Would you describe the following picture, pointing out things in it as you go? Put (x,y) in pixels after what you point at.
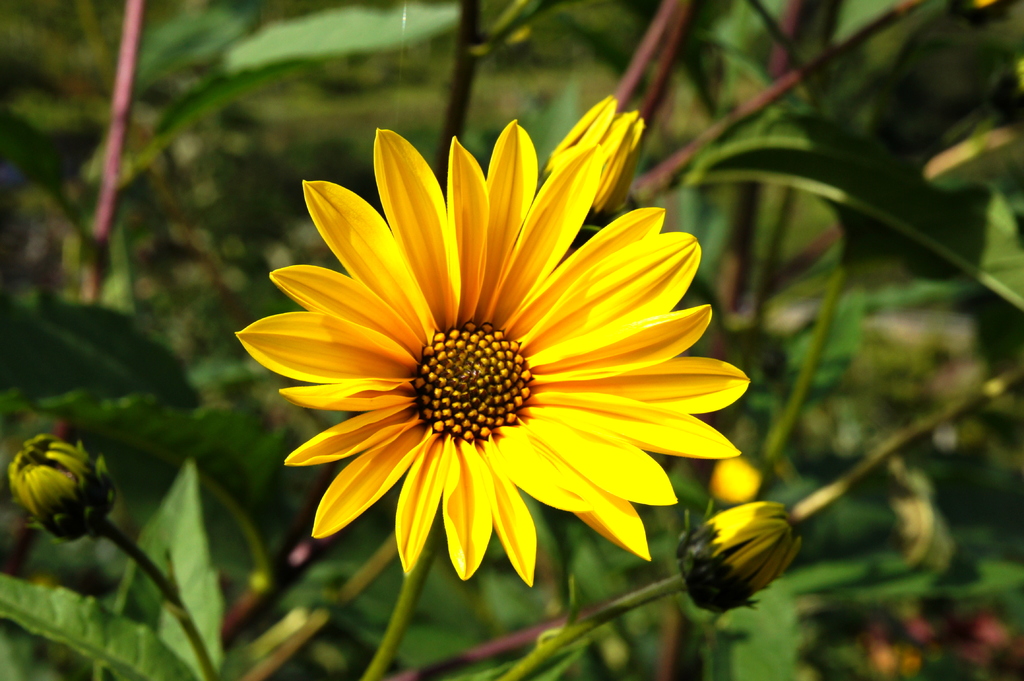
In the picture there are flower buds (618,154) and a flower (517,331). The background (149,16) is blurred. In the background (336,43) there are plants (8,377).
